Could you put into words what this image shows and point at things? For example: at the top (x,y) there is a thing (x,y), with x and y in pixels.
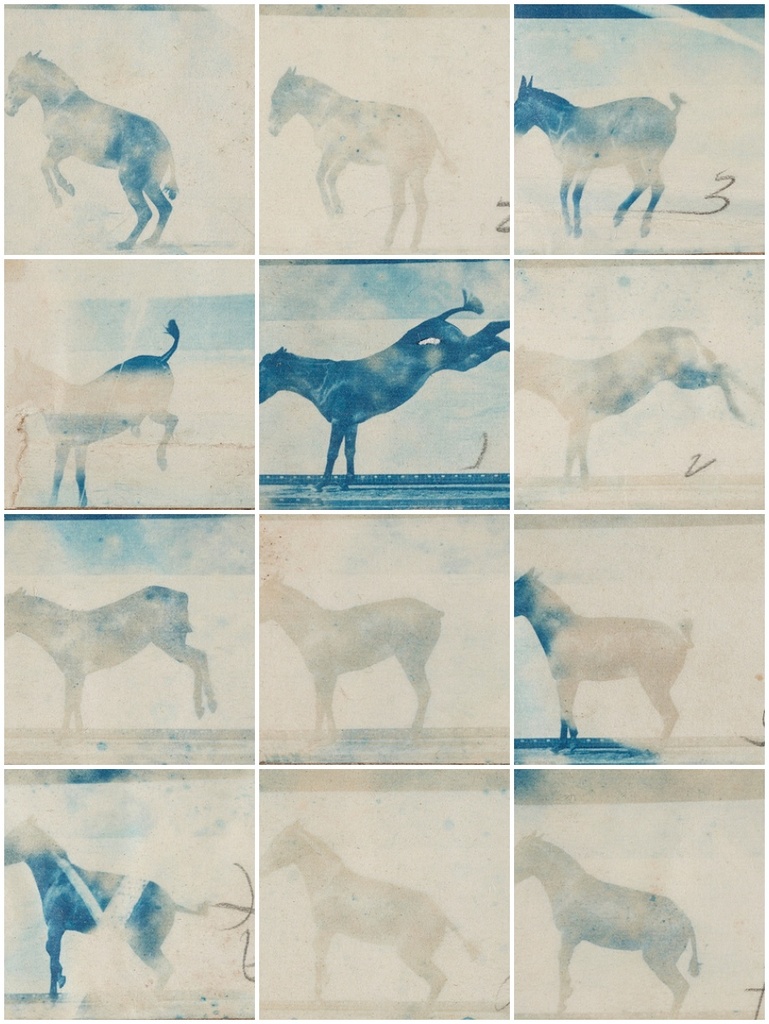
This is a collage. In this collage there are different poses of a horse (383,636) is shown.
